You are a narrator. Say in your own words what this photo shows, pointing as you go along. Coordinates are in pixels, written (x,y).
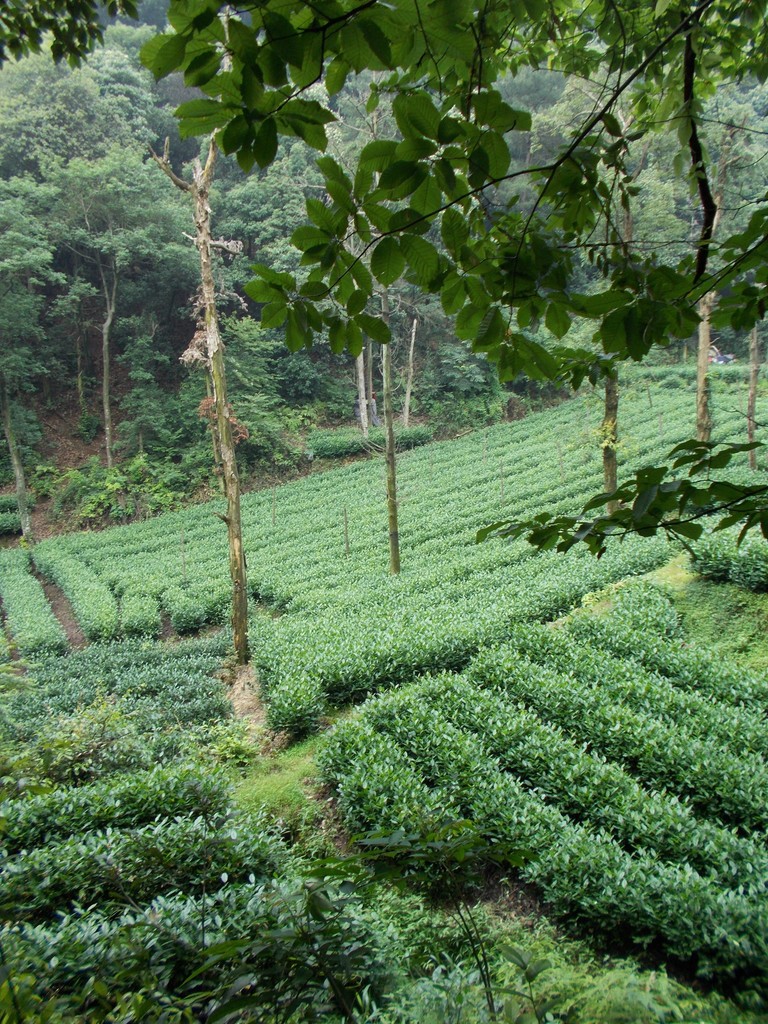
In this picture I can observe some plants (469,549) on the ground (447,434). In the background (293,372) there are trees (338,156).
